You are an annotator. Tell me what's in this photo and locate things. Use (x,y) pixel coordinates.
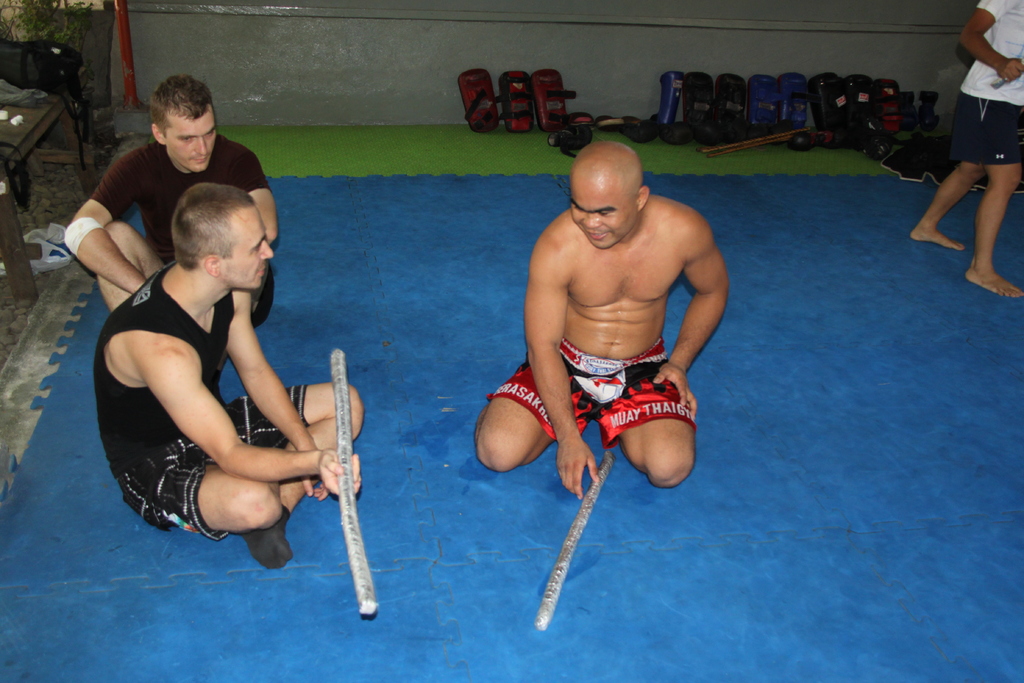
On the left side (205,242) we can see two men (238,275) are sitting and a man (294,449) is holding a stick (343,447) in his hand (325,456) and in the middle (645,372) we can see a man (588,359) is sitting on his knees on the carpet (603,531) on the floor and on the right side (992,74) a person (983,207) is standing. In the background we can see gloves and objects (669,109) at the wall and on the left side (56,118) there is a bag (77,119) and cloth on the bench (33,104) and we can see a pole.
